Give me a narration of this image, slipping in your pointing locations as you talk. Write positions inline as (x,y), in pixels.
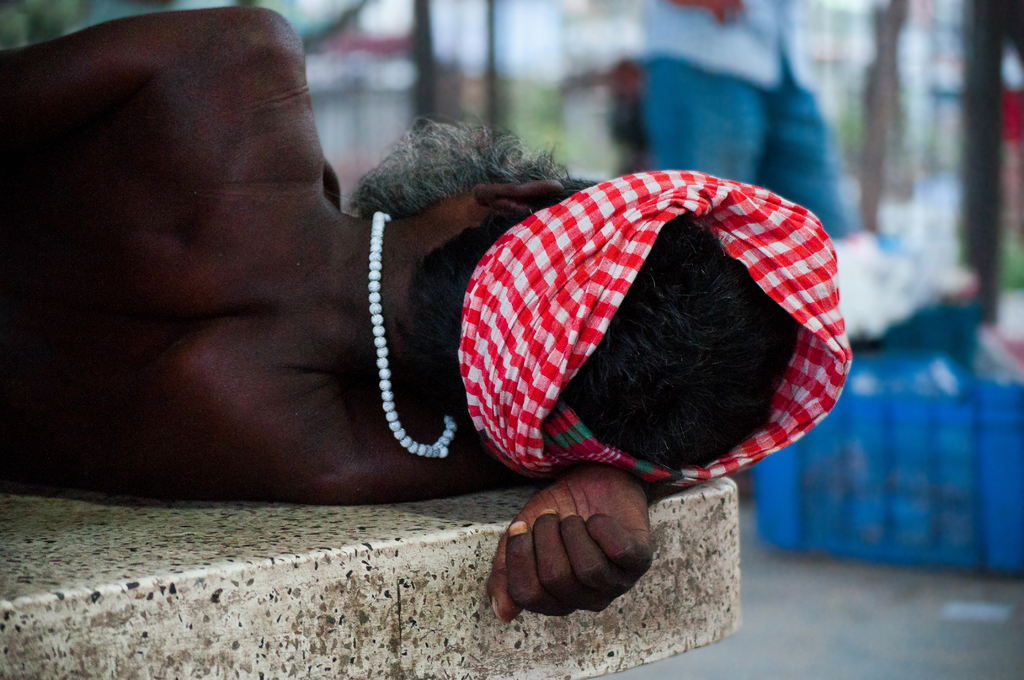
In this image in the foreground (217,409) there is one person (308,458) who is laying, and in the background (698,149) there are some persons (631,74), poles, houses (385,62) some boxes (851,498).
